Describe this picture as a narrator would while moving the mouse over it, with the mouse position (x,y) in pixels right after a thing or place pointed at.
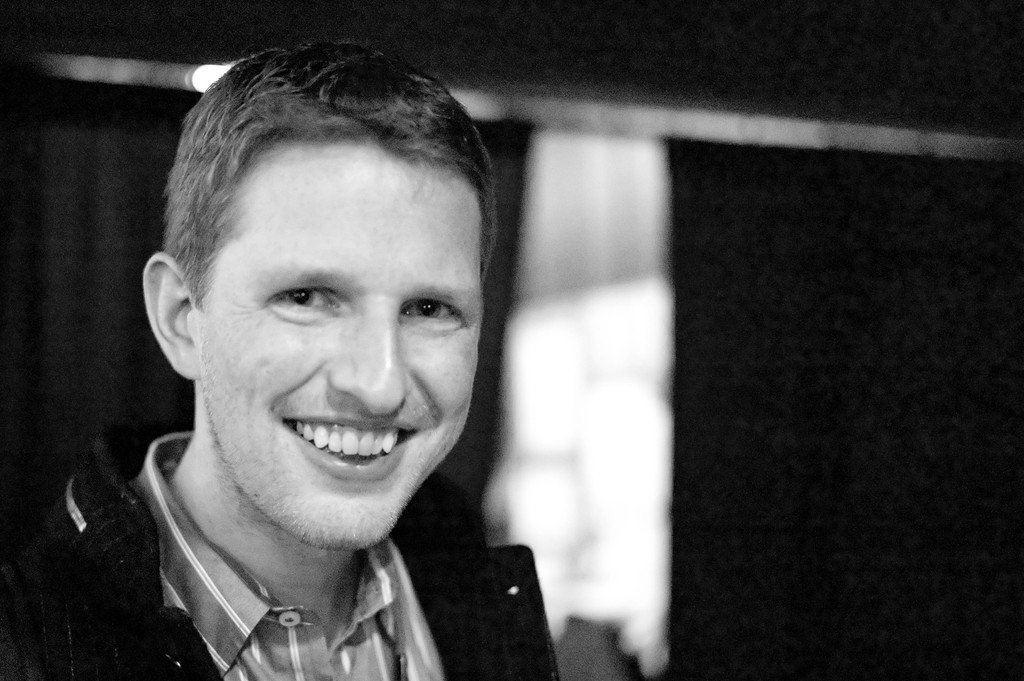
In the picture I can see a man (270,382) is smiling. The background of the image (620,643) is blurred. This picture is black and white in color.
